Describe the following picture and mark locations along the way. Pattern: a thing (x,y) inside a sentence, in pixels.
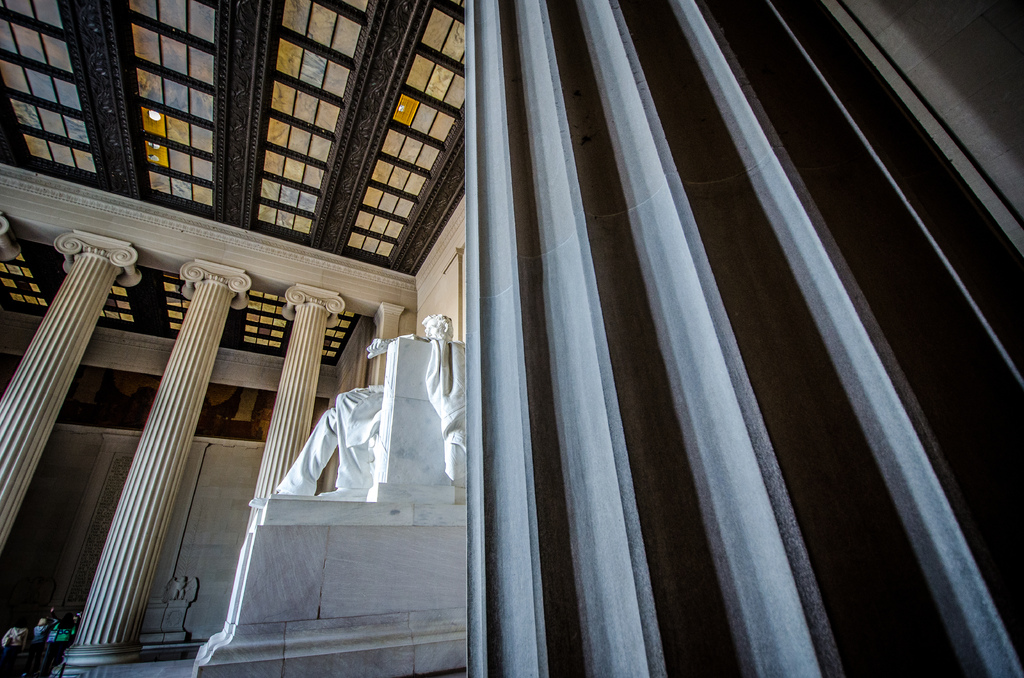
In this image I see the inside view of a building (342,322) and I see the sculpture (353,439) over here which is of white in color and I see the pillars (292,418) over here which are of cream in color and I see the wall (227,405).
